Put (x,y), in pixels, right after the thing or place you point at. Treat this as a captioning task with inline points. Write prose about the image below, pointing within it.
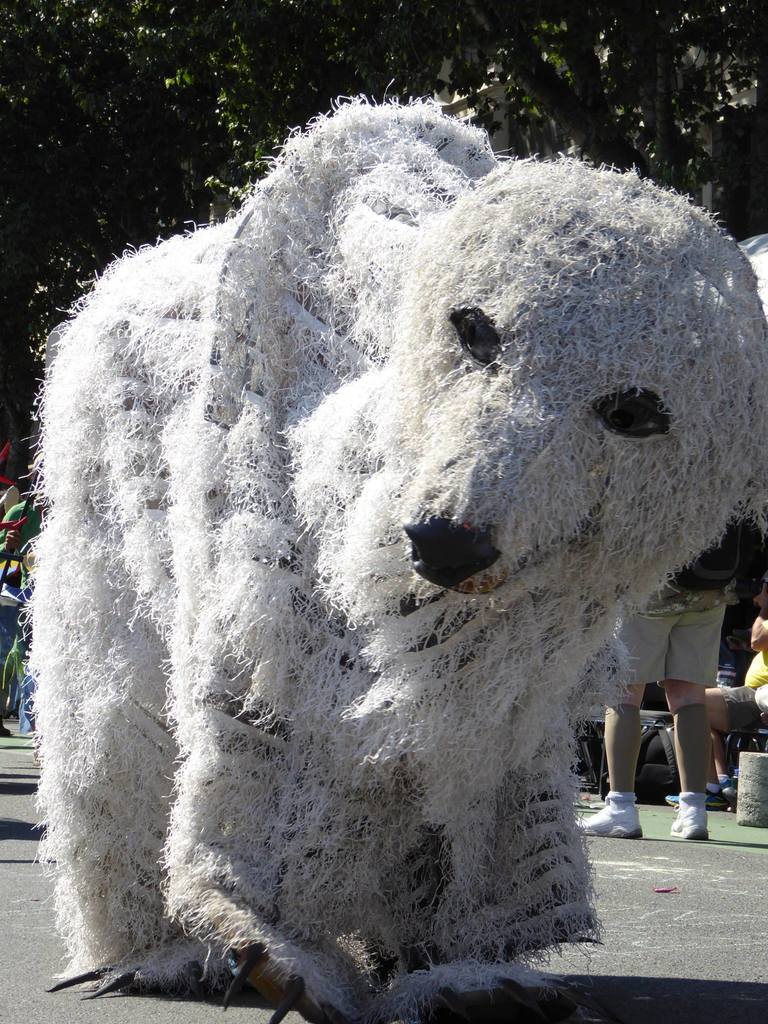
Here, we can see a white color animal statue (228,341), in the background (678,696) there is a person (685,683) standing and we can see some green color trees (375,96).
